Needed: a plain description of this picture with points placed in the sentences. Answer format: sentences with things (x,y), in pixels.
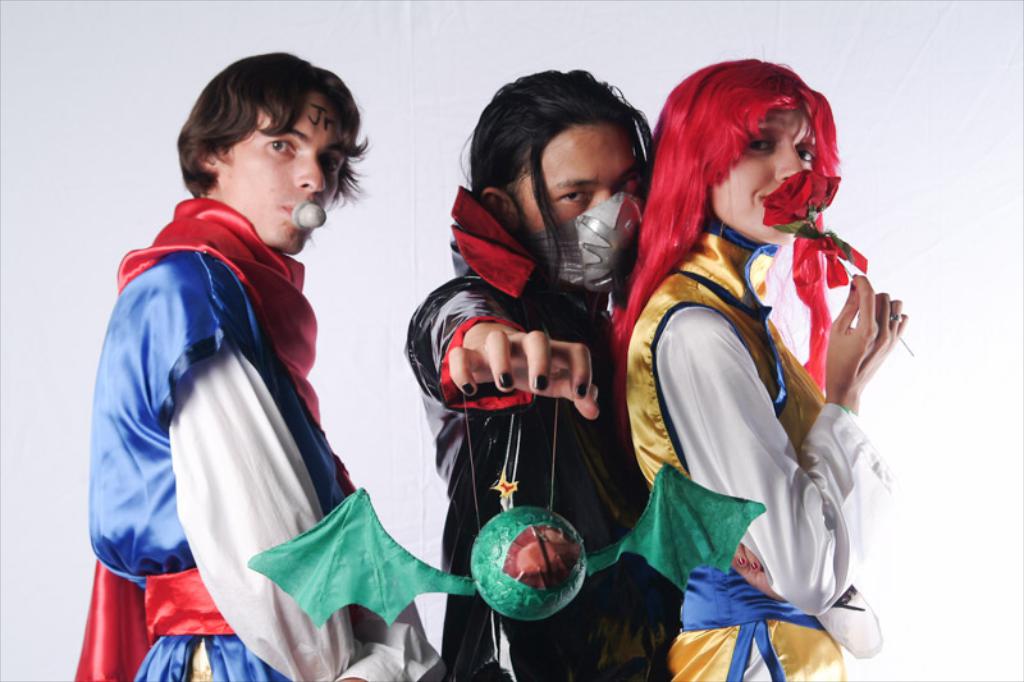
In this image we can see persons (194,388) with costumes (486,443) standing on the floor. In the background (19,104) there is wall (569,61).
